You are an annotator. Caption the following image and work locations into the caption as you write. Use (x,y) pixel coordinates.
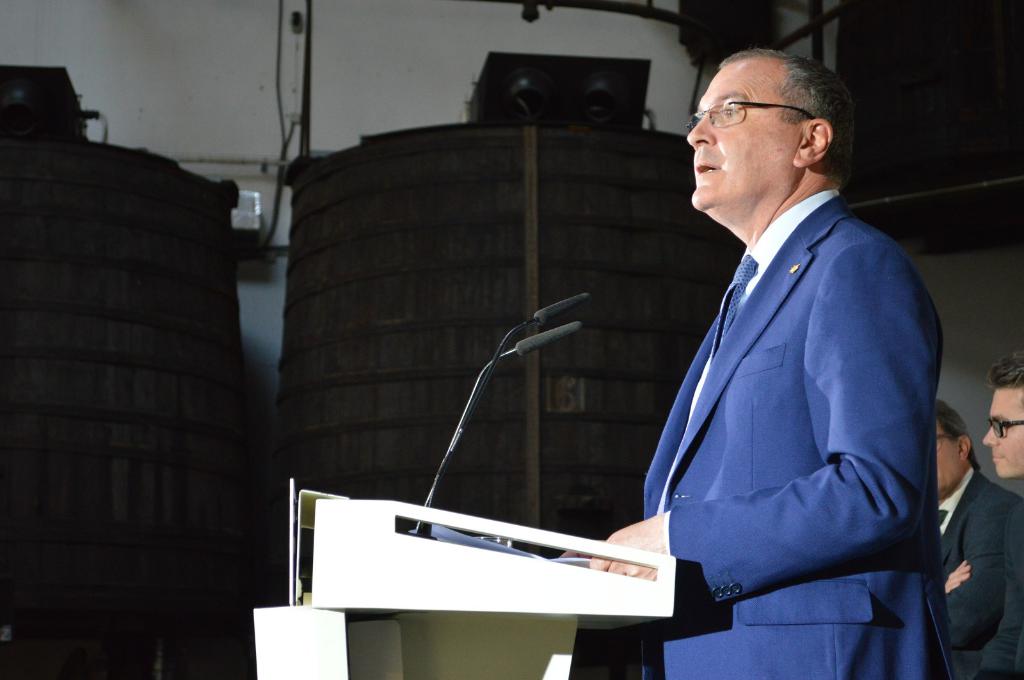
In the picture I can see people (839,433) among them a man (815,415) is standing in front of a podium (539,546). The man (594,559) is wearing a shirt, a tie (742,286) and a blue color coat (786,418). On the podium (473,521) I can see microphones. In the background (379,88) I can see white color wall (386,100) and some other objects (346,366). These men (910,376) are wearing spectacles (940,437).
